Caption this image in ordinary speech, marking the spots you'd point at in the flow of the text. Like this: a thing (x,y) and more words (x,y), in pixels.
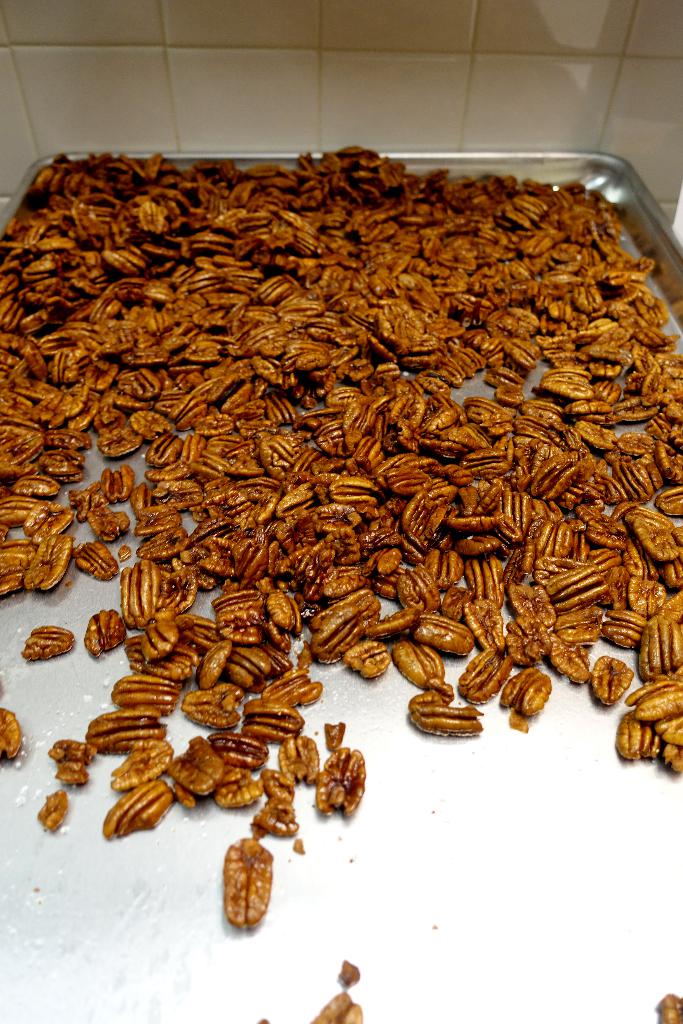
In this picture we can see some food (261,683) on the tray (413,789) and behind the tray (313,155) there's a wall (433,107).
